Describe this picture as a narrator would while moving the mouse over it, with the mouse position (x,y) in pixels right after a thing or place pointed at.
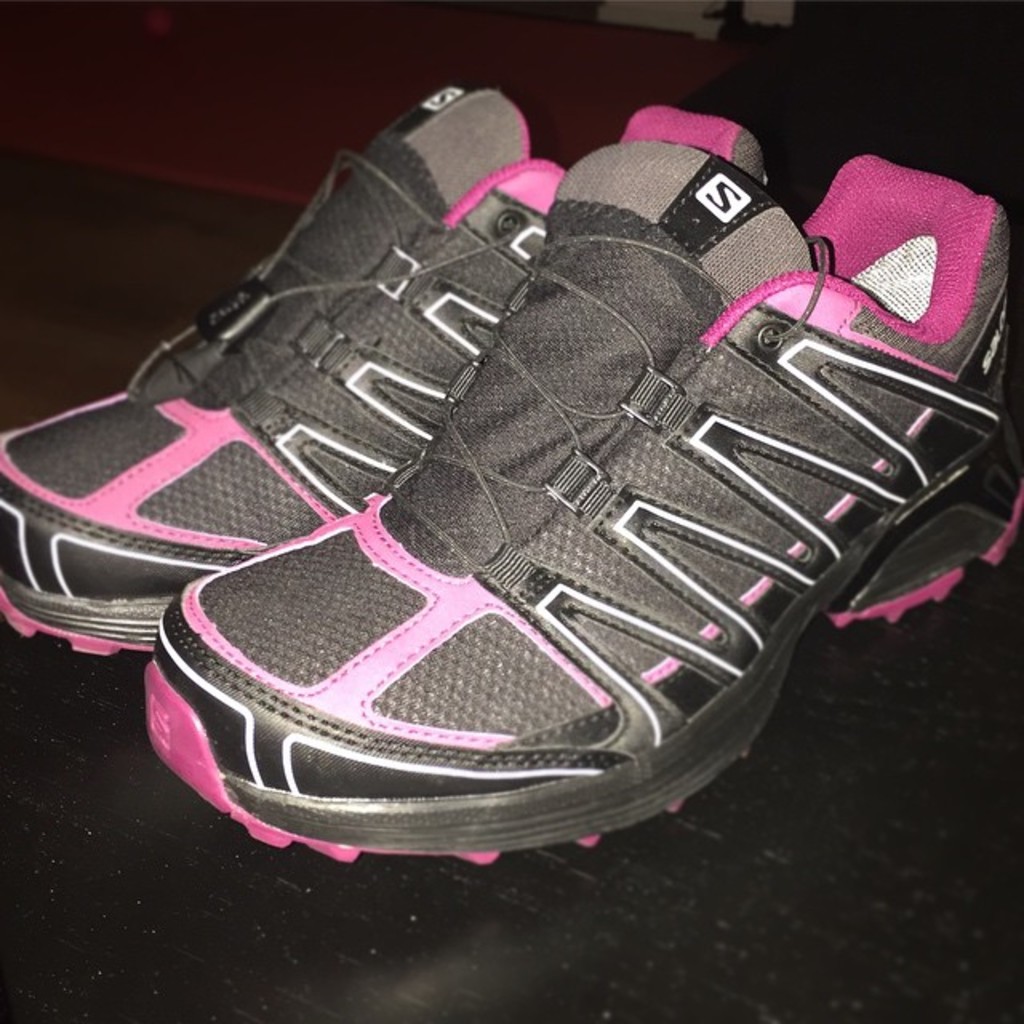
In this image we can see a pair of shoes (533,267) kept on the surface (170,935).
